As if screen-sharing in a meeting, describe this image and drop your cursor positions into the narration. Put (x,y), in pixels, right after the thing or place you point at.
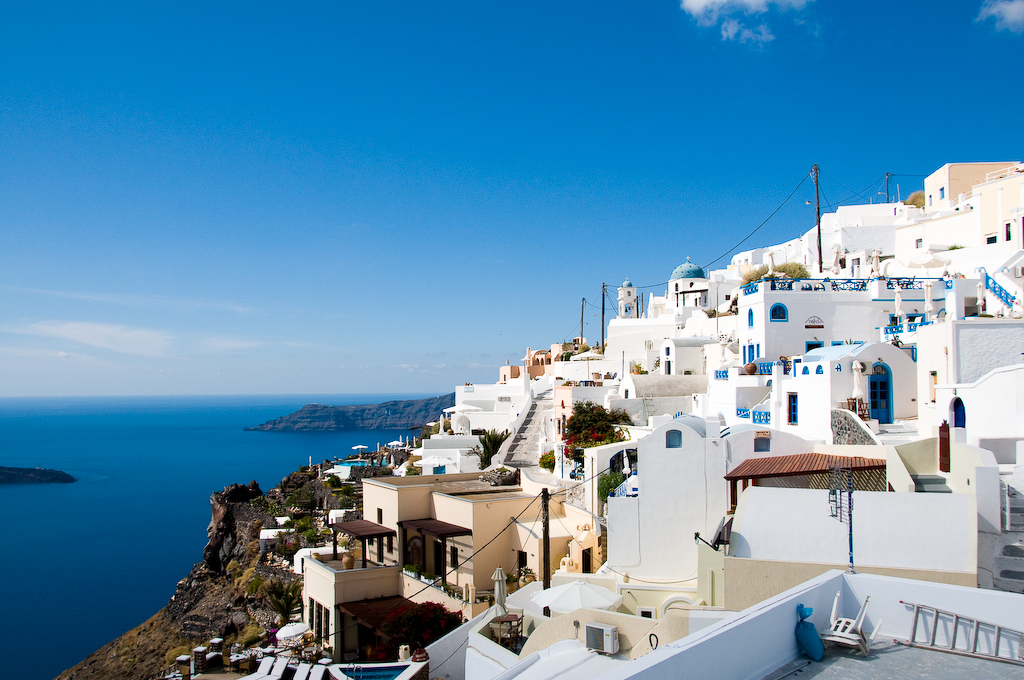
In this picture we can see chairs (852,636), ladder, buildings (513,375), trees (614,440), poles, water (157,519) and in the background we can see the sky (202,314) with clouds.
